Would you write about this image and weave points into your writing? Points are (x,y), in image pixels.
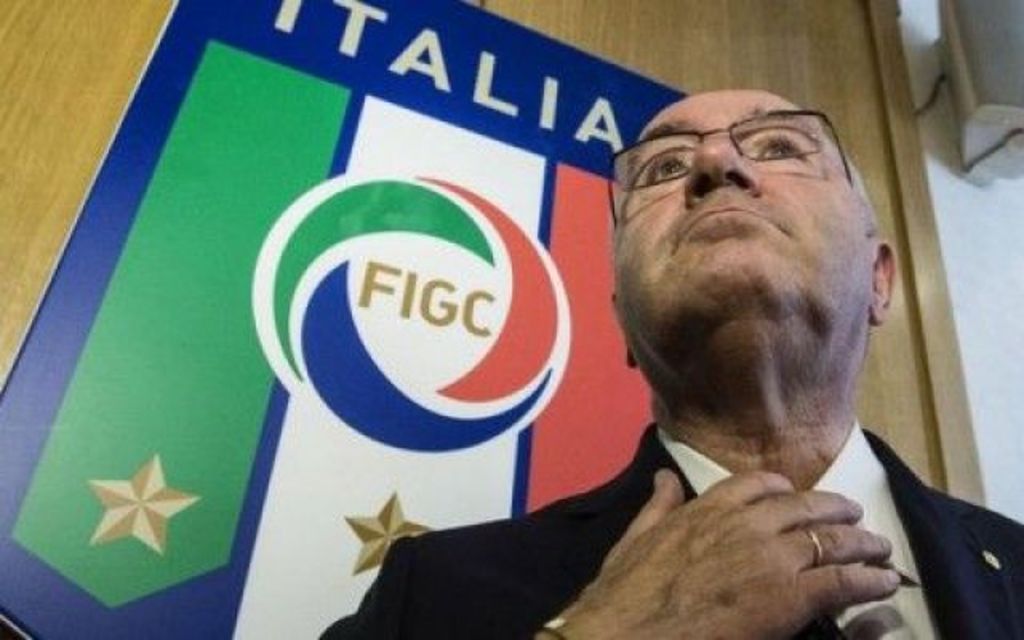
In this image I can see a man (666,451) wearing suit (495,605) and spectacles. There is a banner (294,342) on a wooden background (768,65).
